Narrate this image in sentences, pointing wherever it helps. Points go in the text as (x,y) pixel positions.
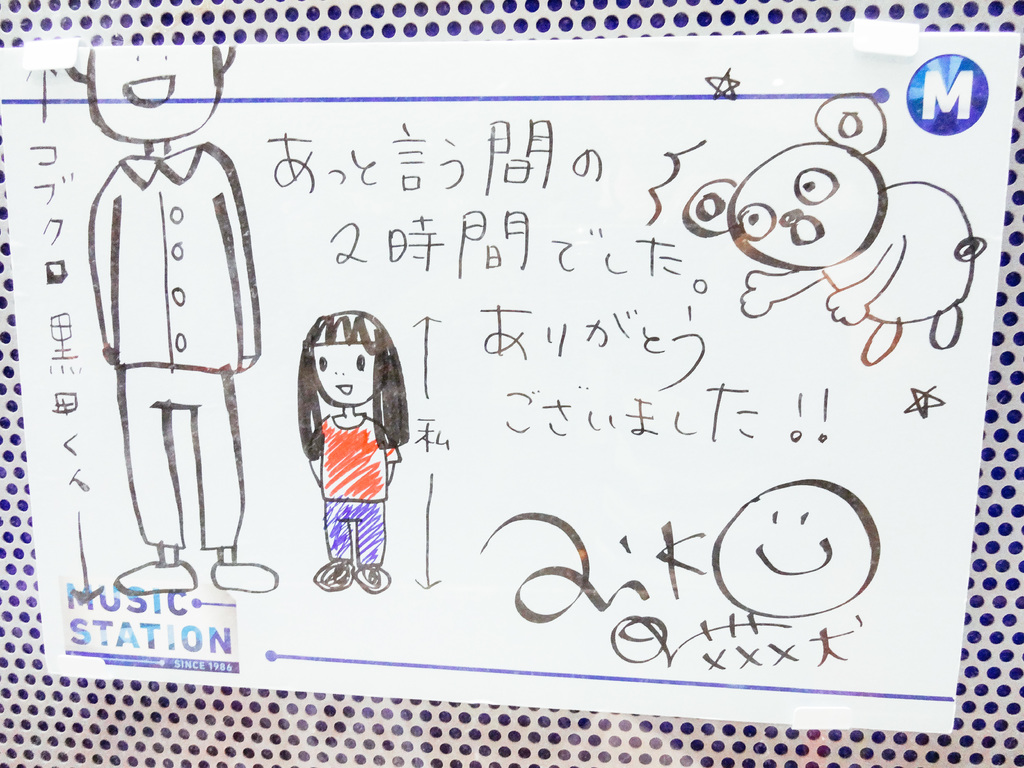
In this picture we can see some drawings (177,409) and words (391,256) on the paper (625,304) and on the paper (225,356) there are stamp marks (965,76) and the paper (941,82) is on an object (62,722).
